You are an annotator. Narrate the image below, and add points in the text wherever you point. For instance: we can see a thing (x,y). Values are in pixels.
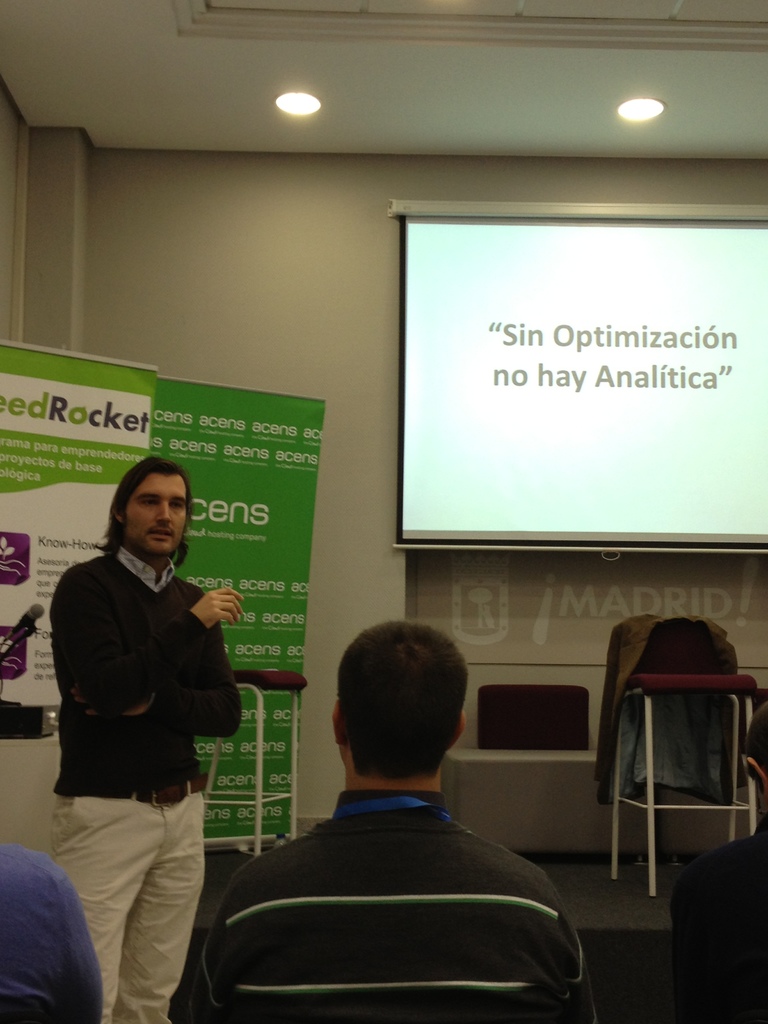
At the top (478,55) we can see ceiling (440,86) and lights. On the background (325,309) we can see a wall (314,376), screen (520,424). This is a banner (215,476). Here we can see chairs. Here we can see one man (222,729) standing near to the chairs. We can see few persons (447,959) in front of a picture facing backwards.
